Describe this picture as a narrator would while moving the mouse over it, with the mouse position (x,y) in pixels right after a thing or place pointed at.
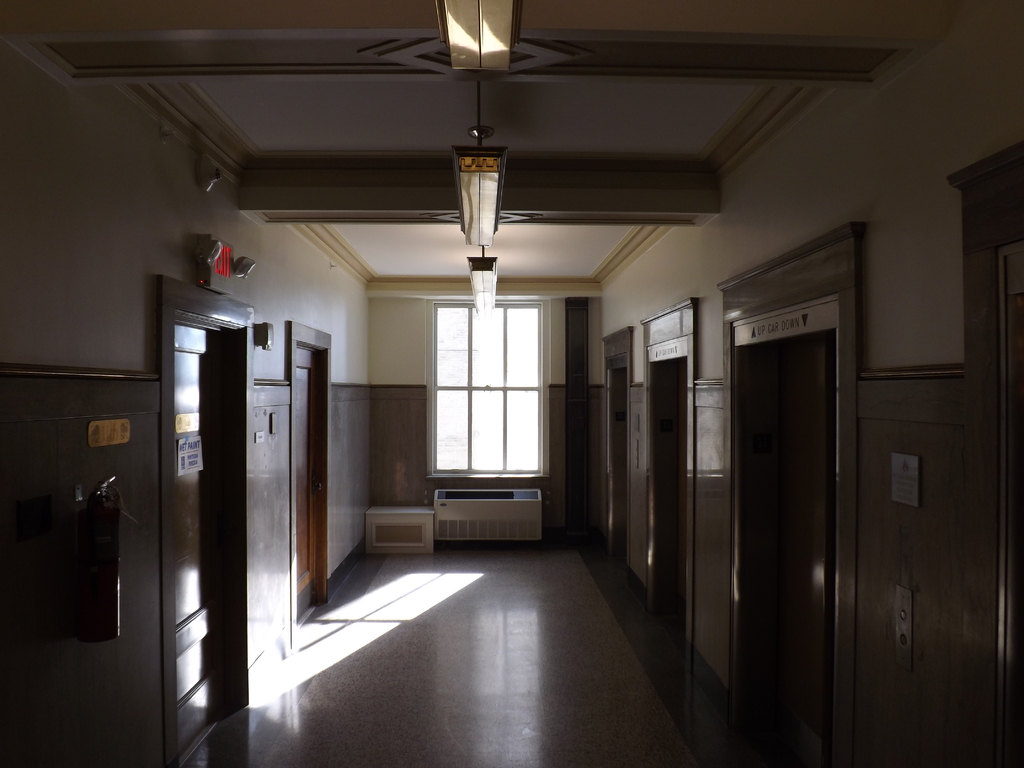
This is an inner view of a building (576,361) containing some doors (612,360), signboards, some devices (505,527), the fire extinguisher (89,614), some boards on a wall (960,678), a window (435,466) and a roof (612,167) with some ceiling lights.
